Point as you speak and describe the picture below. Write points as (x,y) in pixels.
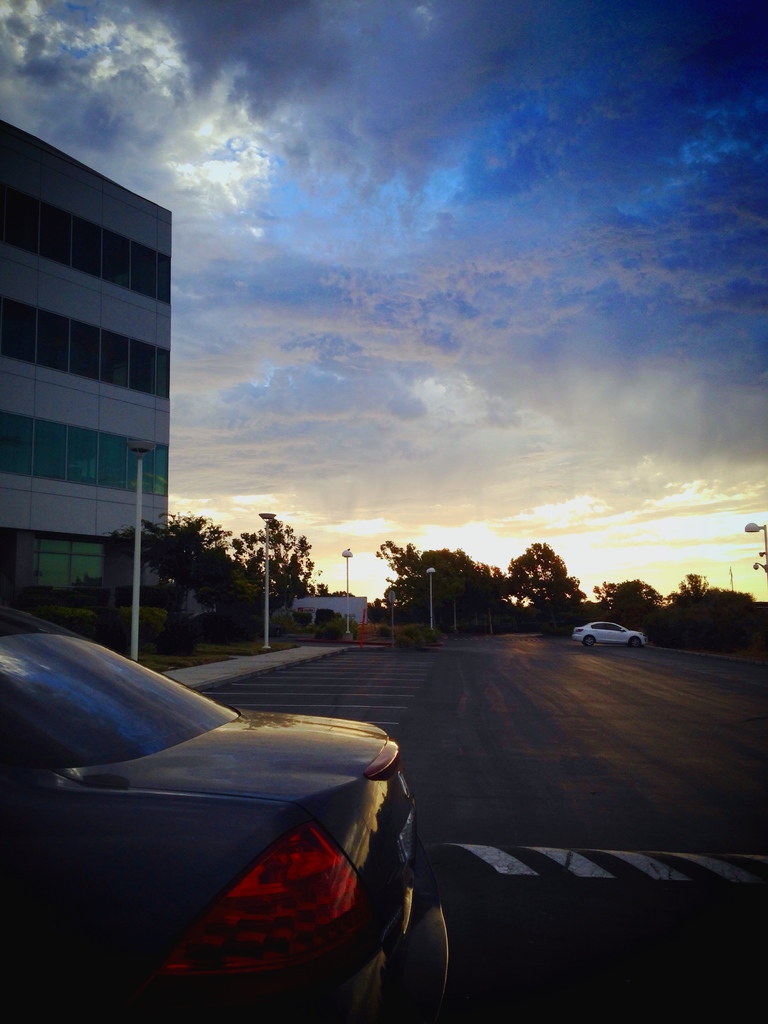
In this picture we can see vehicles (132,666) on the road (470,672), grass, building (75,550), poles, trees (702,618) and in the background (405,385) we can see the sky (427,254) with clouds (477,357).
